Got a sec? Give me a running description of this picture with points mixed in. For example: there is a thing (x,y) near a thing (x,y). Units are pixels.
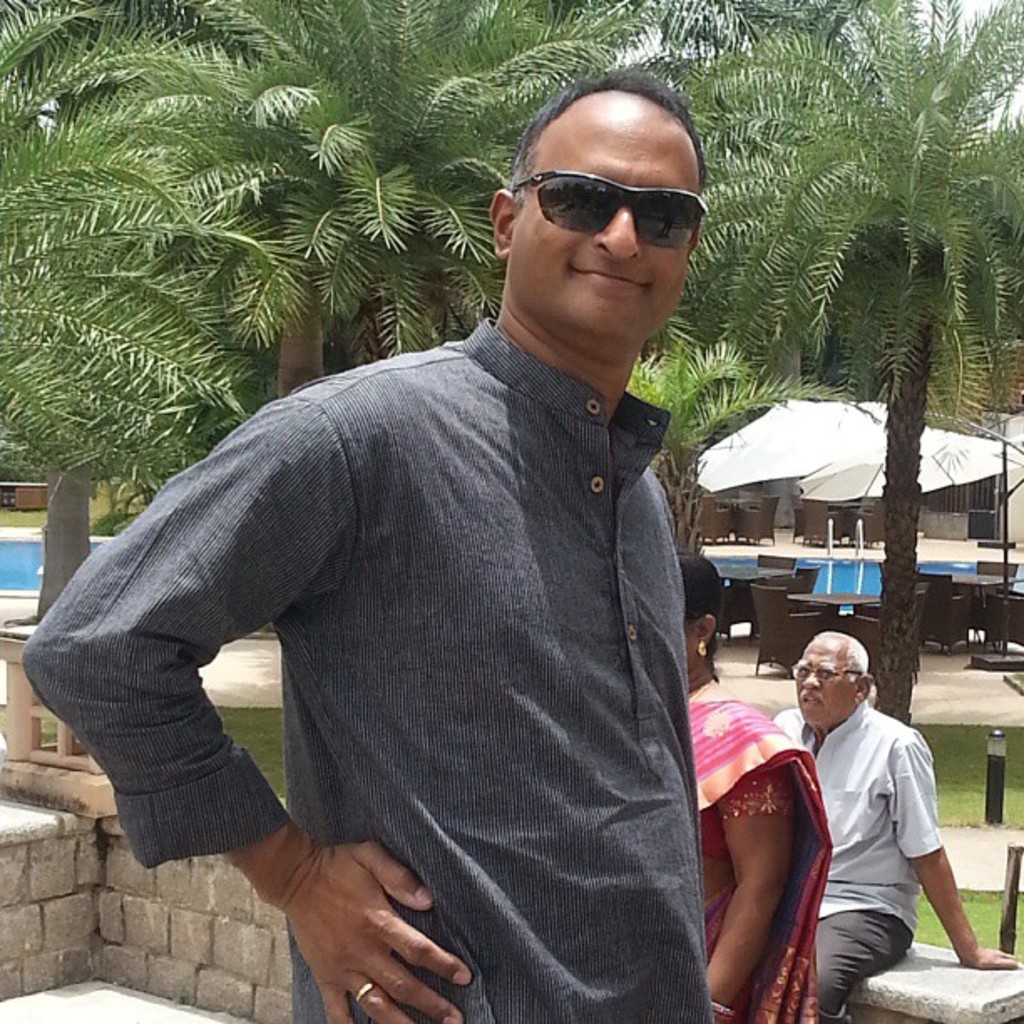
In this image I can see three people (504,807) with different color dresses (487,793). In the background (918,94) I can see the trees (261,392), tents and the water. I can also see the sky (1015,87) in the back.
